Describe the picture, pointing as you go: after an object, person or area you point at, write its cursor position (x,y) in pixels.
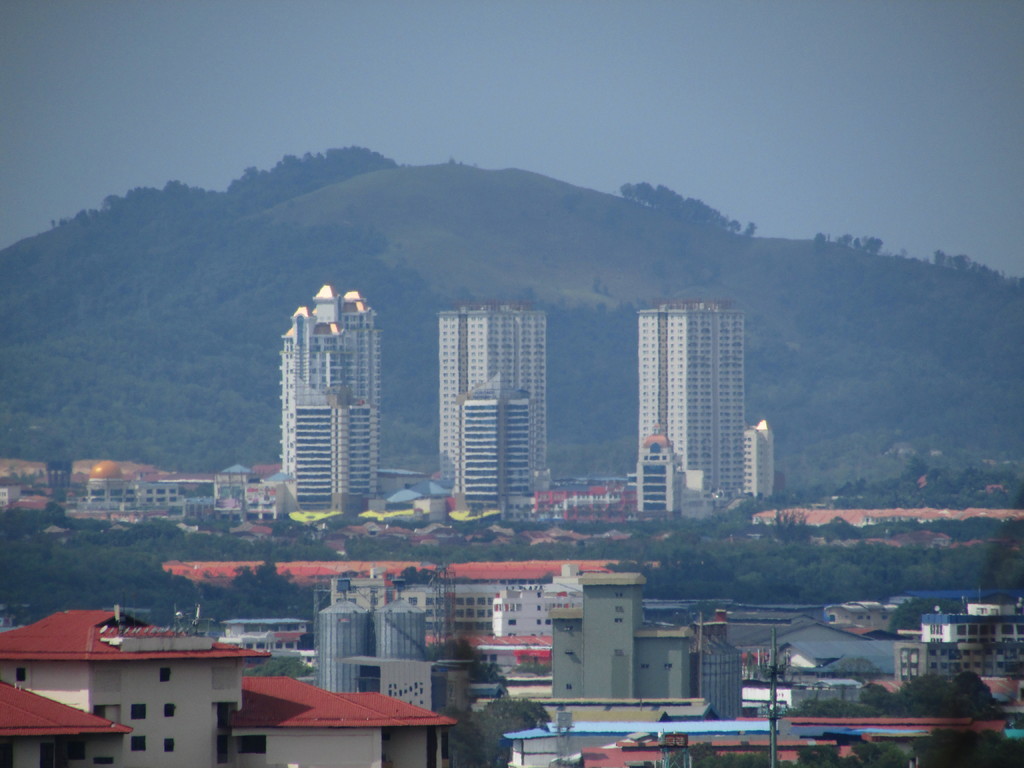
In this picture I can see houses (407,741), buildings (530,753), trees (476,672), there is a hill (78,274), and in the background (437,53) there is sky (698,79).
